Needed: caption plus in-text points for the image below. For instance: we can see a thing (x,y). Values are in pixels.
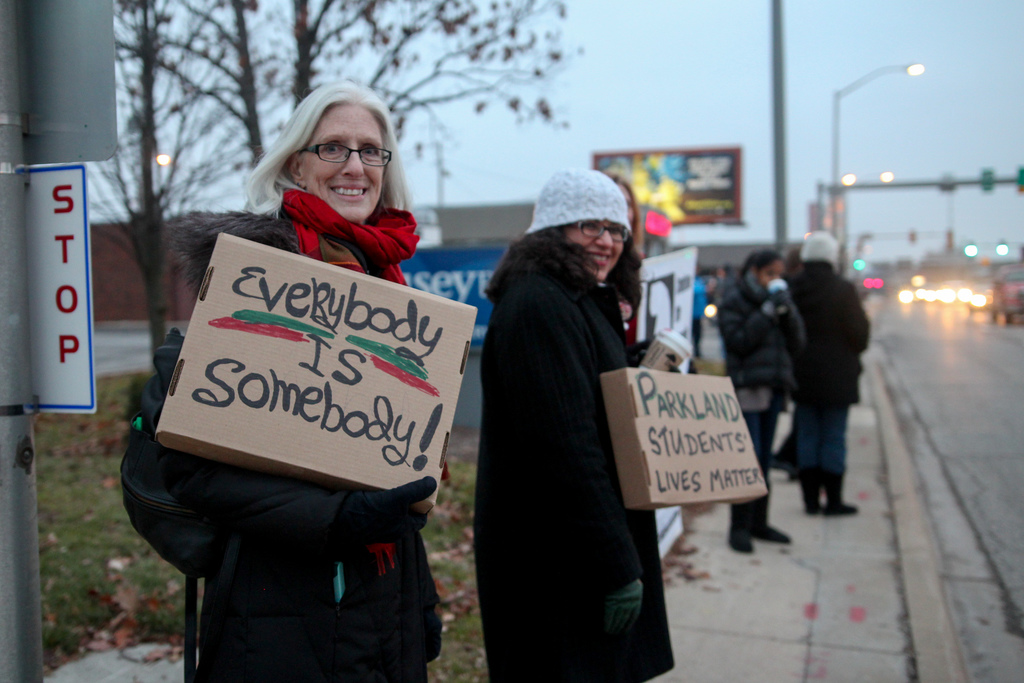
On the left side (47,359) there is a pole (23,415) with a sign board (68,325). Lady (202,470) near to that is wearing gloves (358,504) and scarf (304,239) is holding a box (309,401) with something written on that. Another lady (515,323) wearing a cap (576,211) and specs (586,226) is holding a box (706,459) with something written. There are many people (729,332) standing on the sidewalk (793,577). On the right side (951,408) there is a road (950,377). In the background (426,107) there are trees (426,107), boards (665,154), poles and sky (800,48). Also there are lights (918,291).
